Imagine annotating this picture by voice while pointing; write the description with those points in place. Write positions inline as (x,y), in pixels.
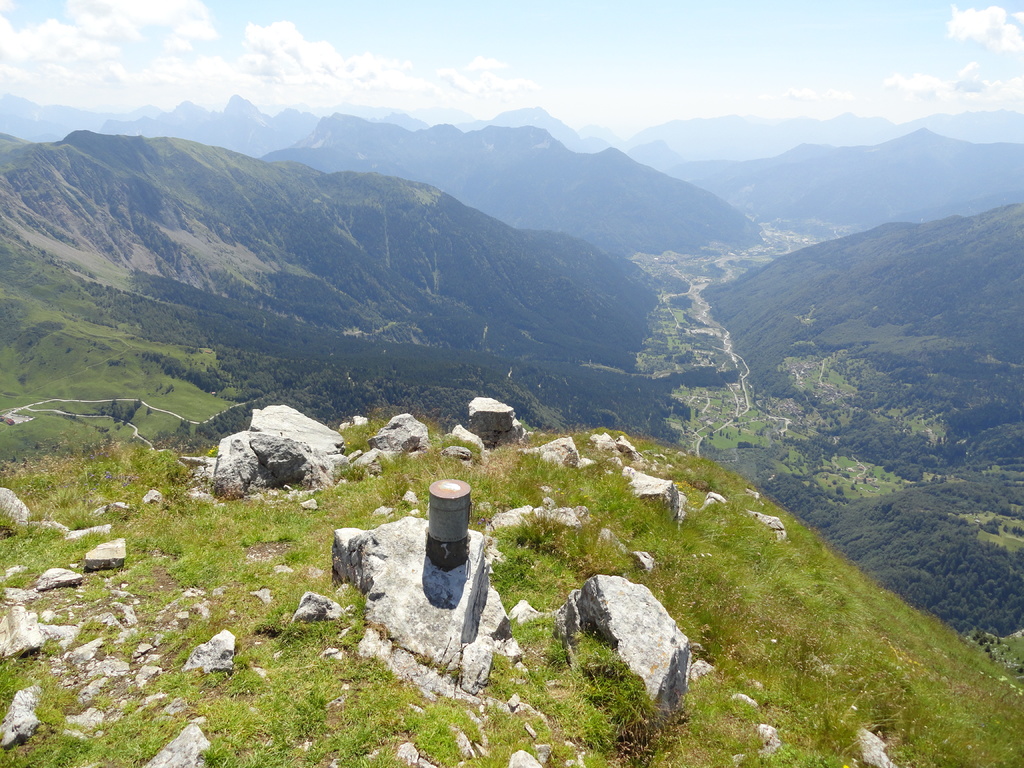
In this image we can see many forest mountains (737,325). There is a slightly cloudy and blue sky (405,50) at the top most of the image (677,83) and grassy land (549,600) at the bottom of the image (285,650).
